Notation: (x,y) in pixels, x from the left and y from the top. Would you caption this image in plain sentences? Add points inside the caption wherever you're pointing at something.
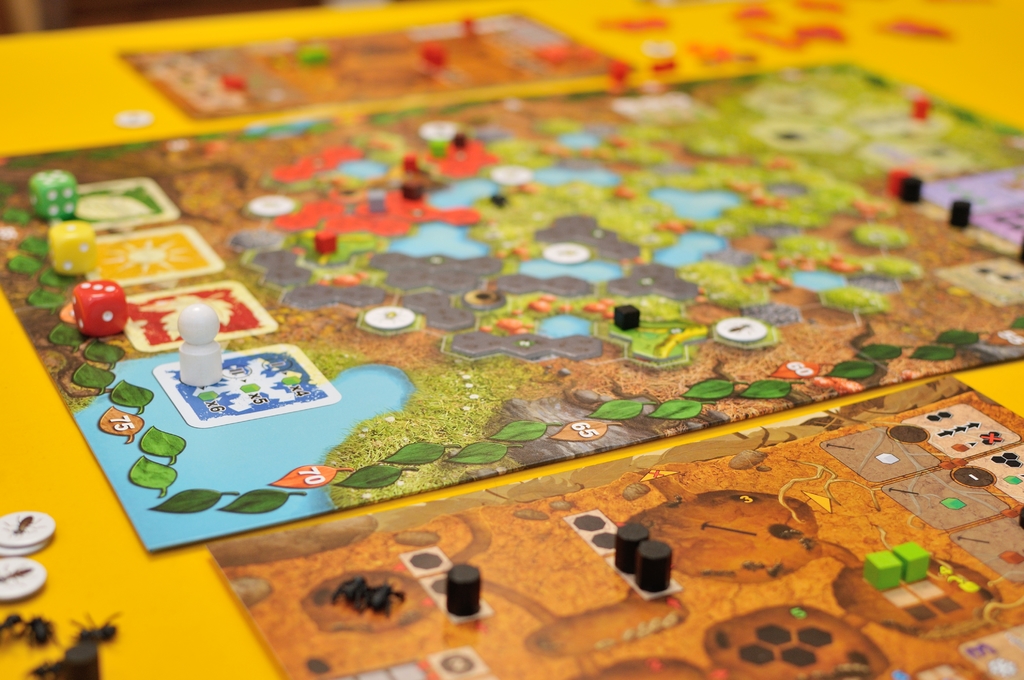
The picture consists of board games (455,218). In this picture there are dice (87,259), coins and other objects (456,267).
